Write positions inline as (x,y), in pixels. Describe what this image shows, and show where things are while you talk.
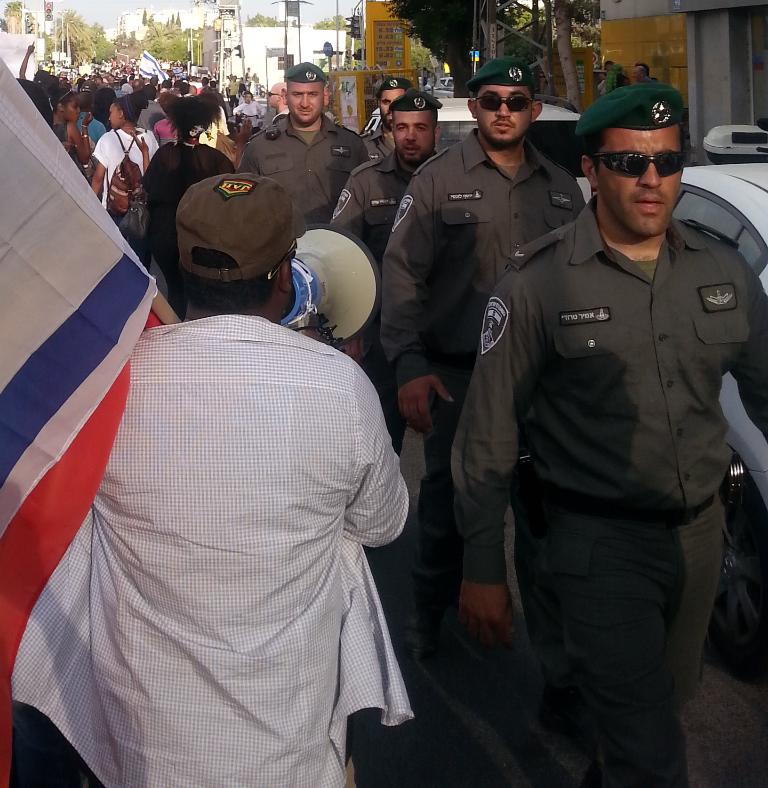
In this image I can see number of people (345,347) are standing. I can see few of them are wearing uniforms (501,216), shades (595,160), caps (611,125) and here I can see one of them is holding a megaphone (334,251). I can also see few vehicles (539,134), number of buildings (263,69), number of poles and number of trees (72,53).
